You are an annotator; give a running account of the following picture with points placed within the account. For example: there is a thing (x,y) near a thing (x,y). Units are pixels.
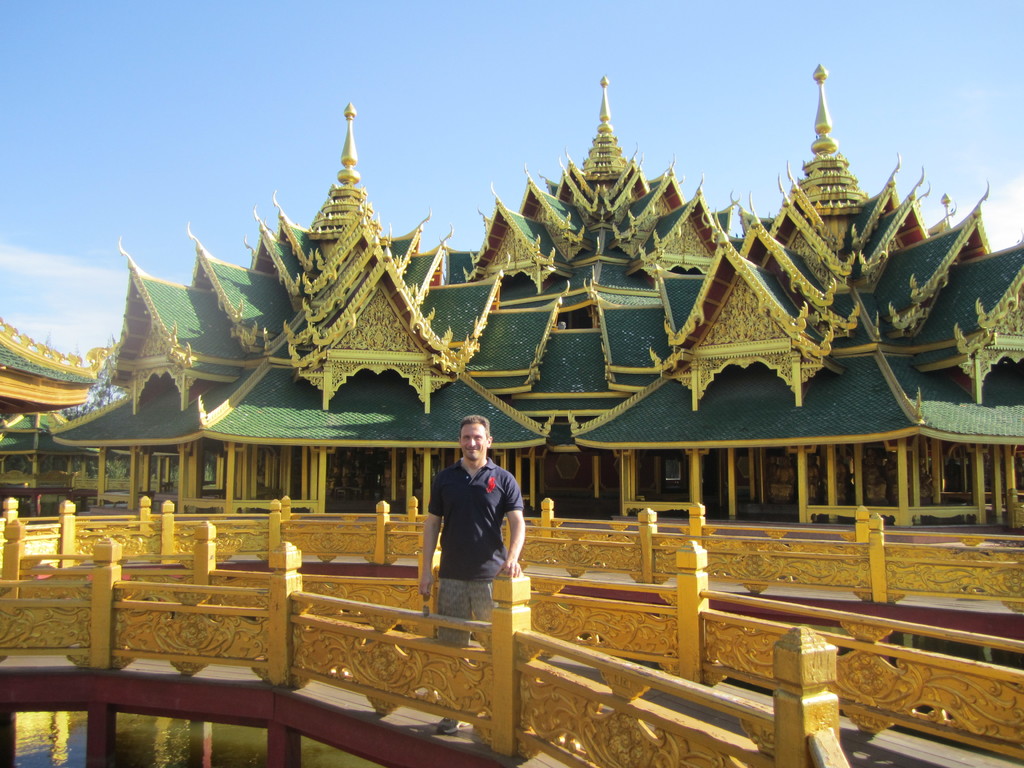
In this picture there is a man (500,520) wearing blue color t-shirt (484,549) is standing on the golden bridge (475,627), smiling and giving a pose. Behind there is a green and golden Buddha temples (749,375). On the top (159,129) there is a blue sky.
